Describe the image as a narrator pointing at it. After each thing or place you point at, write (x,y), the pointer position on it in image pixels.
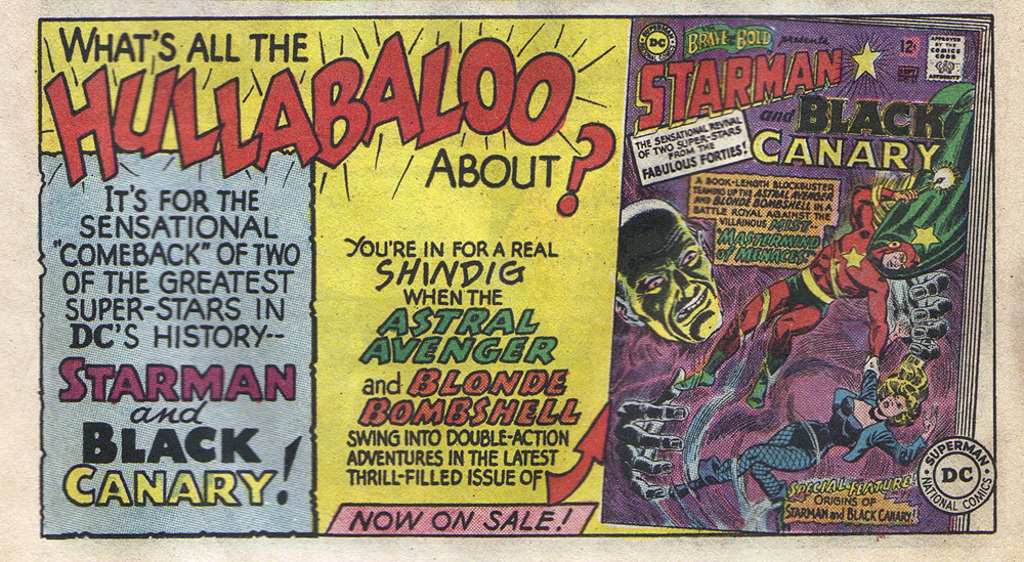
This image consists of a poster (734,415) with a few images (744,359) and there is a text (122,106) on it.
